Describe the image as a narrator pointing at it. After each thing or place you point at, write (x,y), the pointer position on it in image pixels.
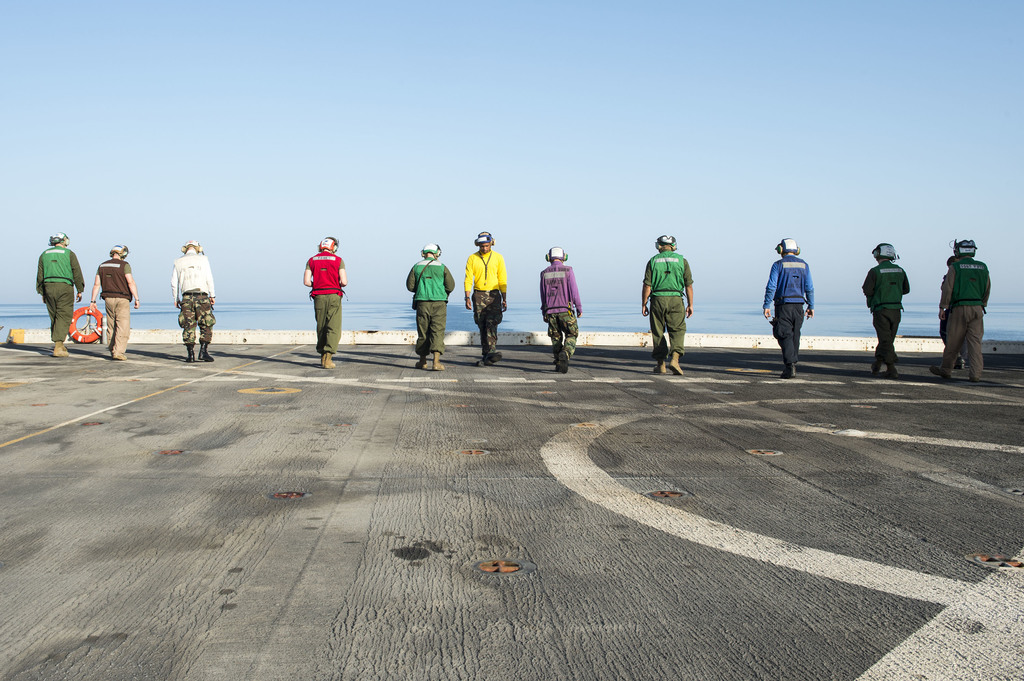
This picture is clicked outside. In the center (436,297) we can see the group of people (182,288) wearing helmets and walking on the ground (615,348). In the background (536,174) we can see the sky (854,120) and an object (907,315) seems to be a water body (360,317).
